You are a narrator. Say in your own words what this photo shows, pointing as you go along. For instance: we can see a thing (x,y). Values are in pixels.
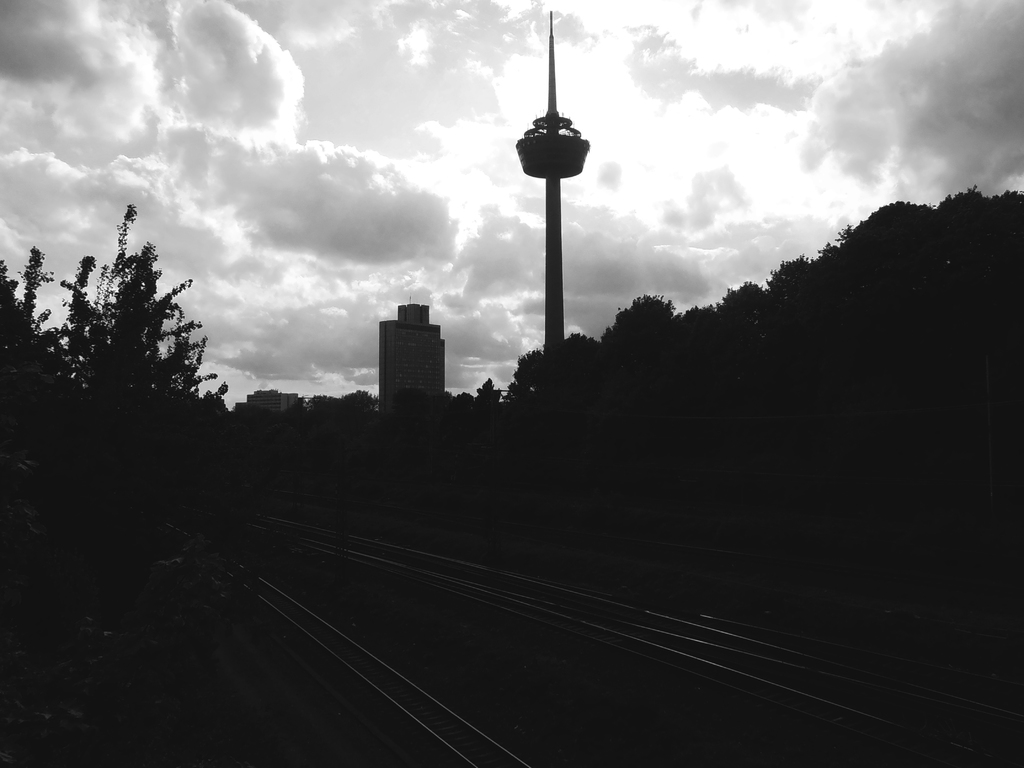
In this image there are railway tracks (381,551) and we can see trees (495,453). In the background (574,299) there are buildings (399,366) and sky (485,306). We can see a tower (555,257).
